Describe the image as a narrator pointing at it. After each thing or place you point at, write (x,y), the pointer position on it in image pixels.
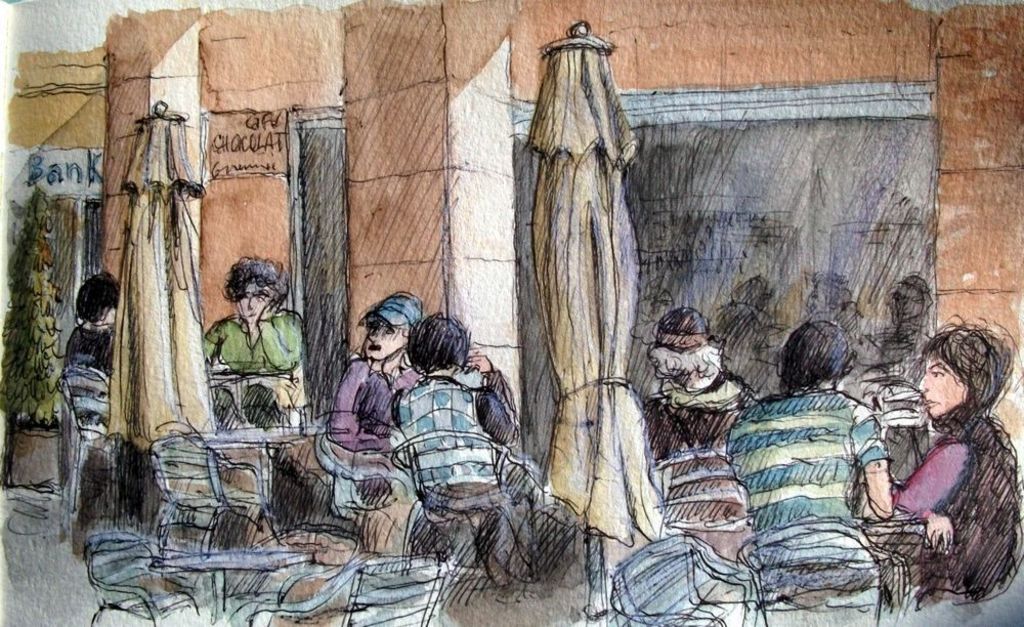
This image consists of a painting (610,459) in which there are many persons (936,462) along with umbrellas (569,420). In the background (82,157), there is a building (332,251) and bank (28,175). The walls (403,20) are in brown color. To the left (5,361), there is a plant (5,374).
